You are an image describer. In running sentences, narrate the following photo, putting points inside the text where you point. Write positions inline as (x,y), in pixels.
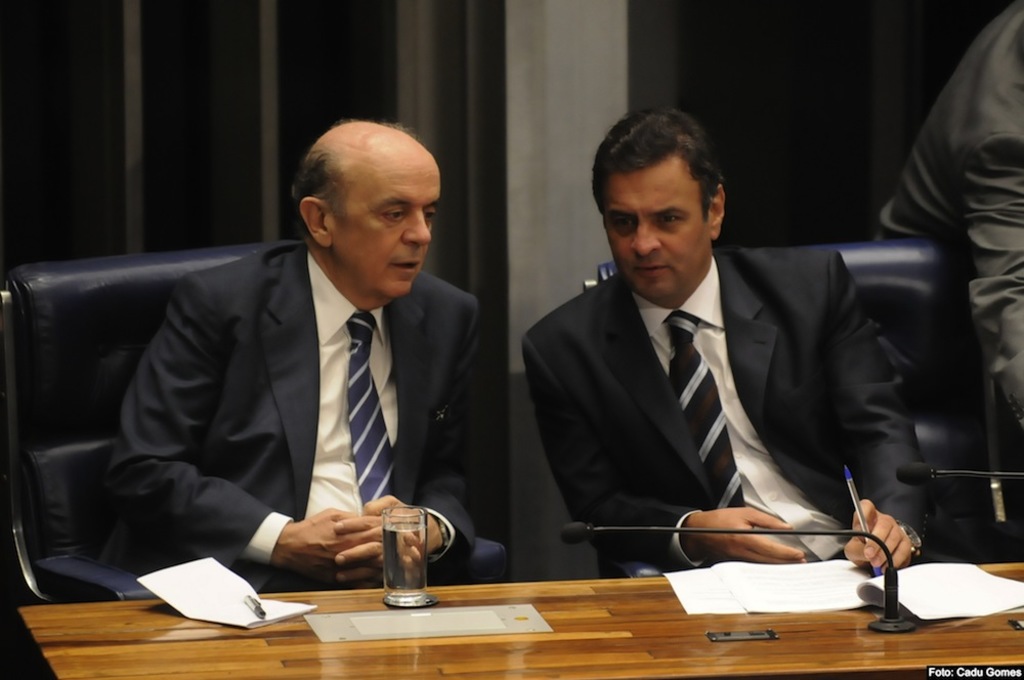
In this picture I can see two men (591,444) are sitting on the chairs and talking. There is a glass (418,573) on the table (499,617), on the right side (842,532) I can see the microphone (594,525).
